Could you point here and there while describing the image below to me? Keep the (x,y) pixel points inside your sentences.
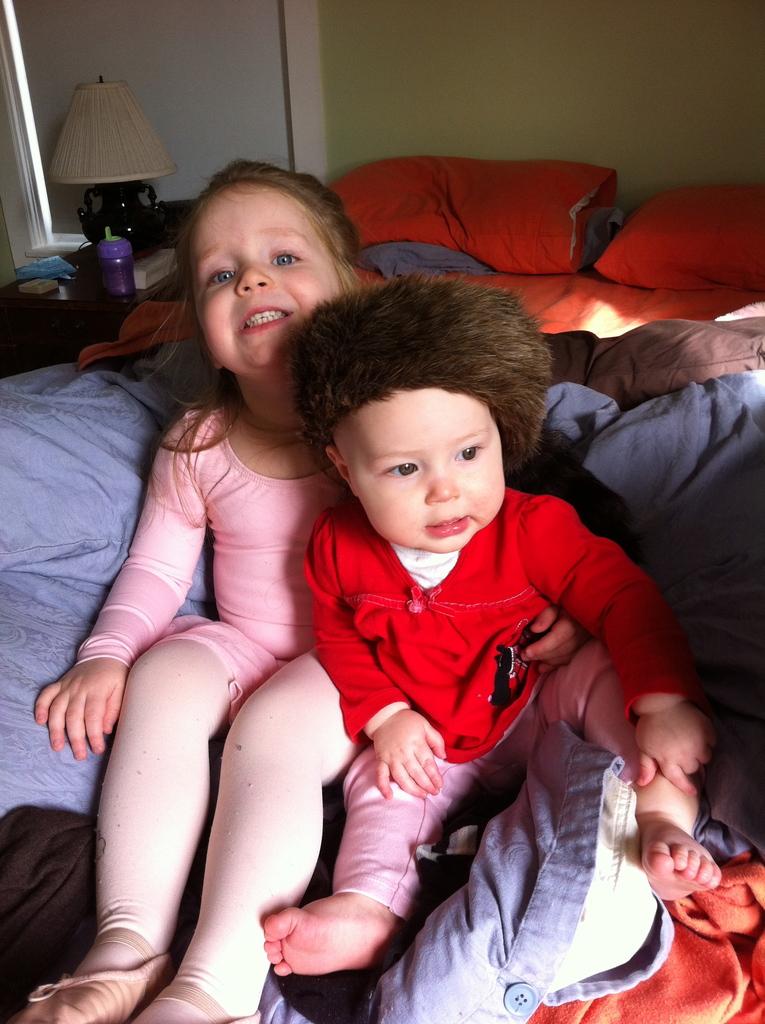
In this image we can see the kids (663,825) sitting on the bed (31,545). We can also see the blankets (580,418), pillows (496,228) and also the wall (748,168) in the background (401,142). We can see a lamp (112,154), bottle (121,256) and some other objects (39,285) on the table (95,275).
